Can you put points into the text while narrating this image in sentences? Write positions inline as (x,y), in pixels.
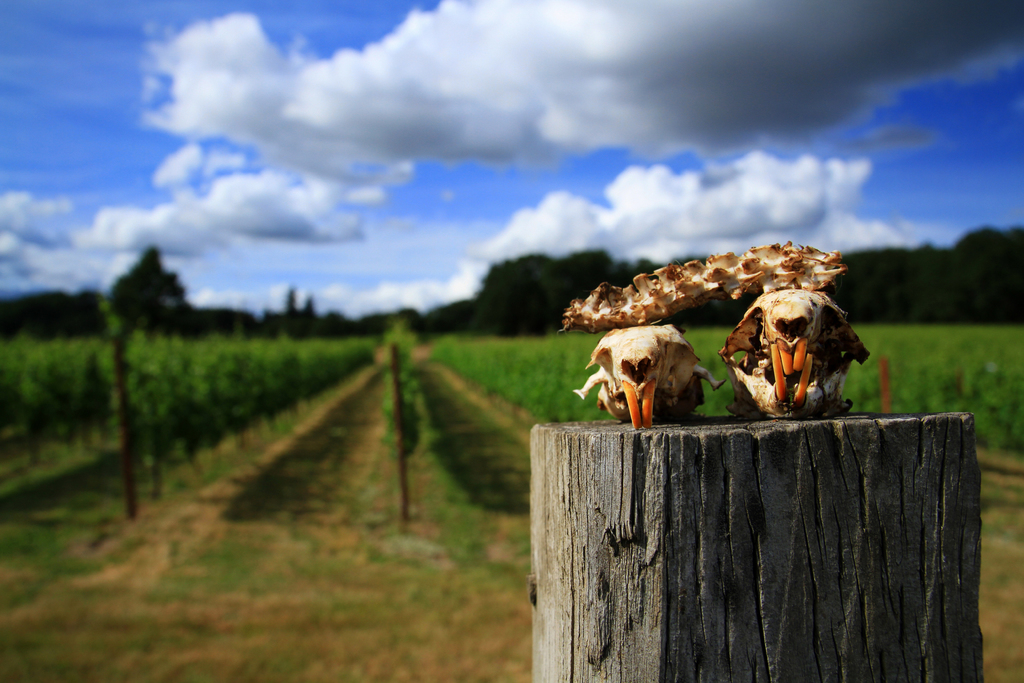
In the right side (710,380) these are the skulls (758,339) of animals (722,356) on a wooden plank (768,544). Here it looks like a crop (319,389), there are plants (411,375) at here. At the top (502,169) it's a sunny sky (408,153).
